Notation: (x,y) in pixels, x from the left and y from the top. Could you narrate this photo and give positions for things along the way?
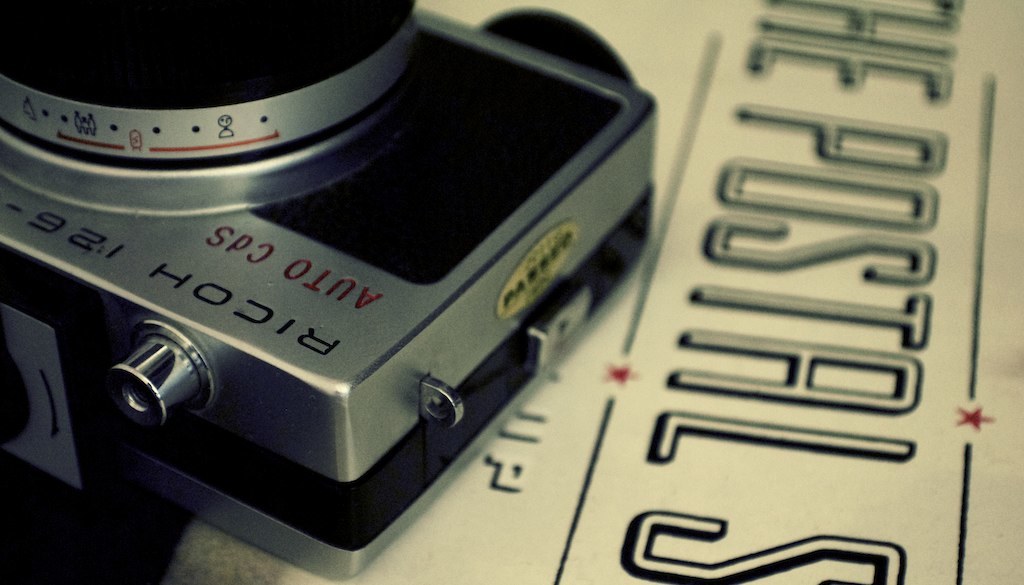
On the left side of this image (137,232) I can see a camera (129,427) which is placed on a newspaper (544,491). On this paper (766,269) I can see some text (775,194) in black color.
